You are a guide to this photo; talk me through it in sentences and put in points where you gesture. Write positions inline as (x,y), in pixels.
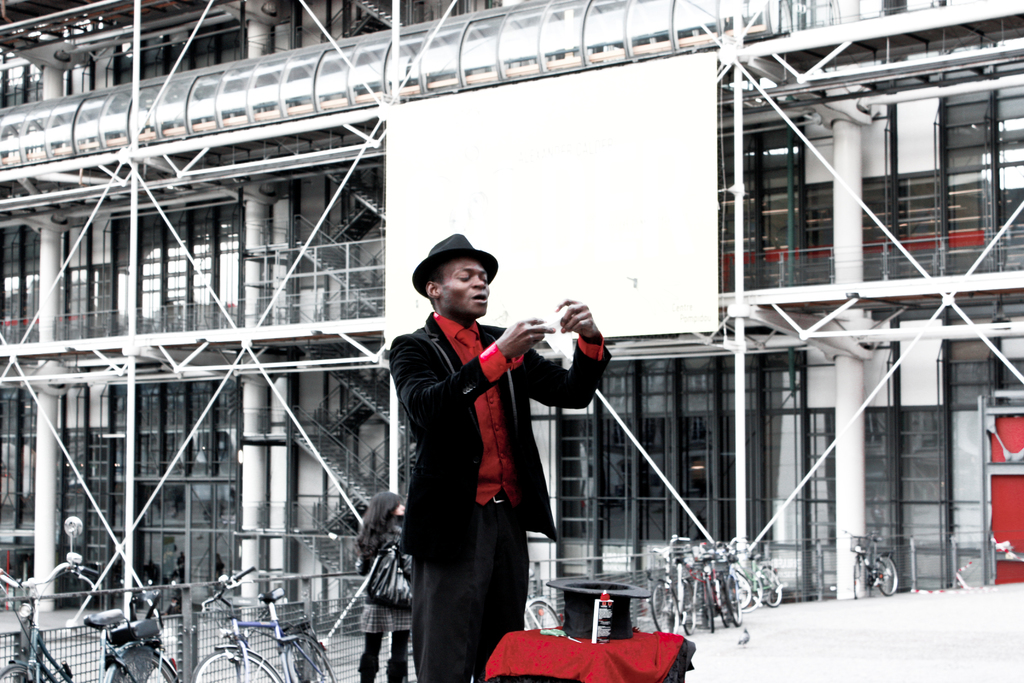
A person (468,319) is standing holding an object (570,347) in his hand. He is wearing a black hat (455,256), red shirt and suit (566,390). There is table (573,658) in front of him on which there is a black hat (581,624) and a bottle (602,624). Behind him there is another person (399,521), fencing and bicycles (140,673). There is a building (364,431) which has stairs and a white hoarding (595,163).
